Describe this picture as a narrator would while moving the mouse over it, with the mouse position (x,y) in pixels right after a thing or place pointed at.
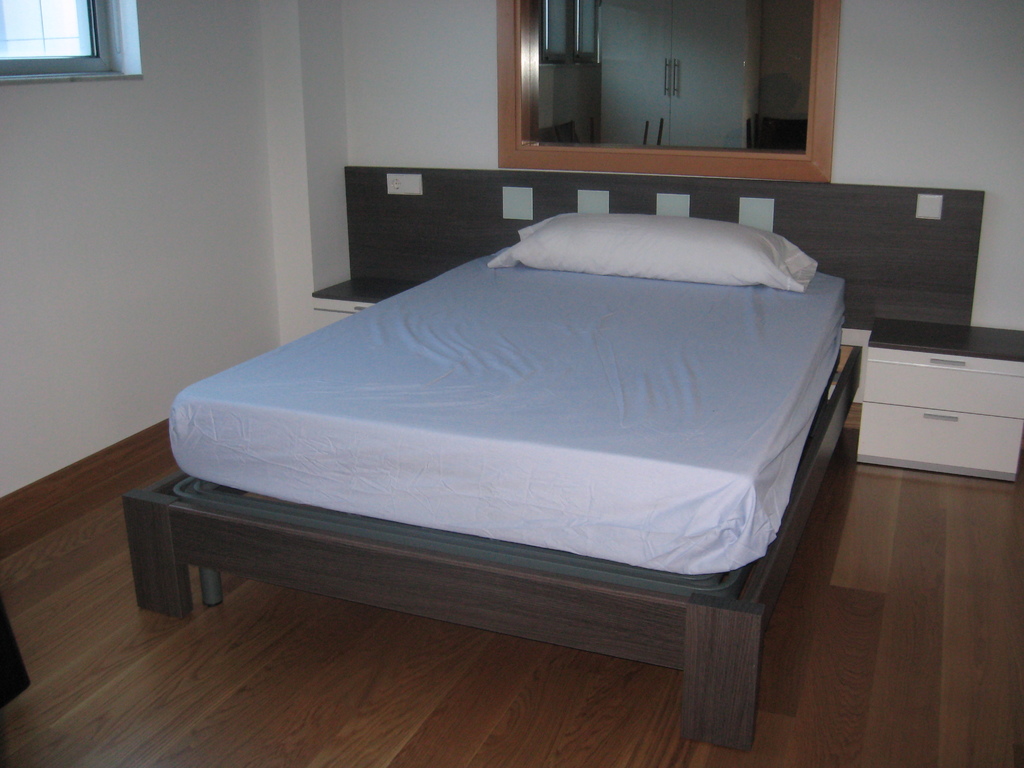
In this picture, there is a cot (216,533) on which a bed (470,491) was placed. There is a pillow (620,240). In the background (609,118) there is a mirror (682,82), cupboard (682,82) and a wall (411,75) here. In the top left corner (46,41), there is a window (64,37).
